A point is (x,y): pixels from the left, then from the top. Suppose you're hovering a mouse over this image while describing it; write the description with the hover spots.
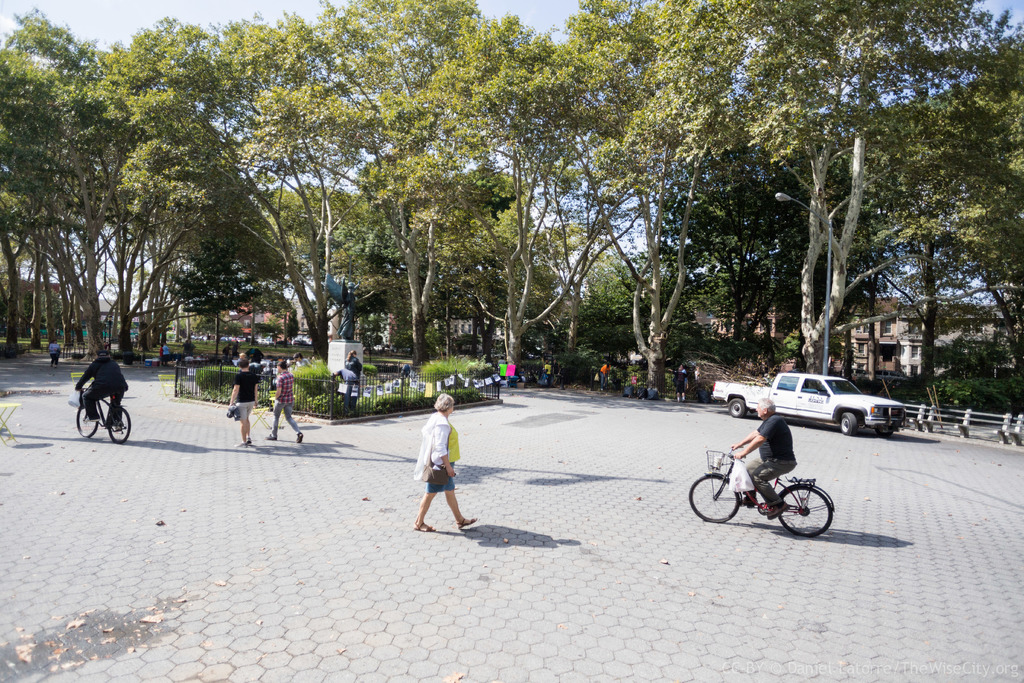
In this image I can see group of people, some are walking on the road (677,464) and I can see two persons (769,496) riding bicycle (783,491). Background (1004,308) I can see a vehicle (798,399) in white color, a building (889,322) in brown color, trees (761,243) in green color and sky (161,19) in white color.
